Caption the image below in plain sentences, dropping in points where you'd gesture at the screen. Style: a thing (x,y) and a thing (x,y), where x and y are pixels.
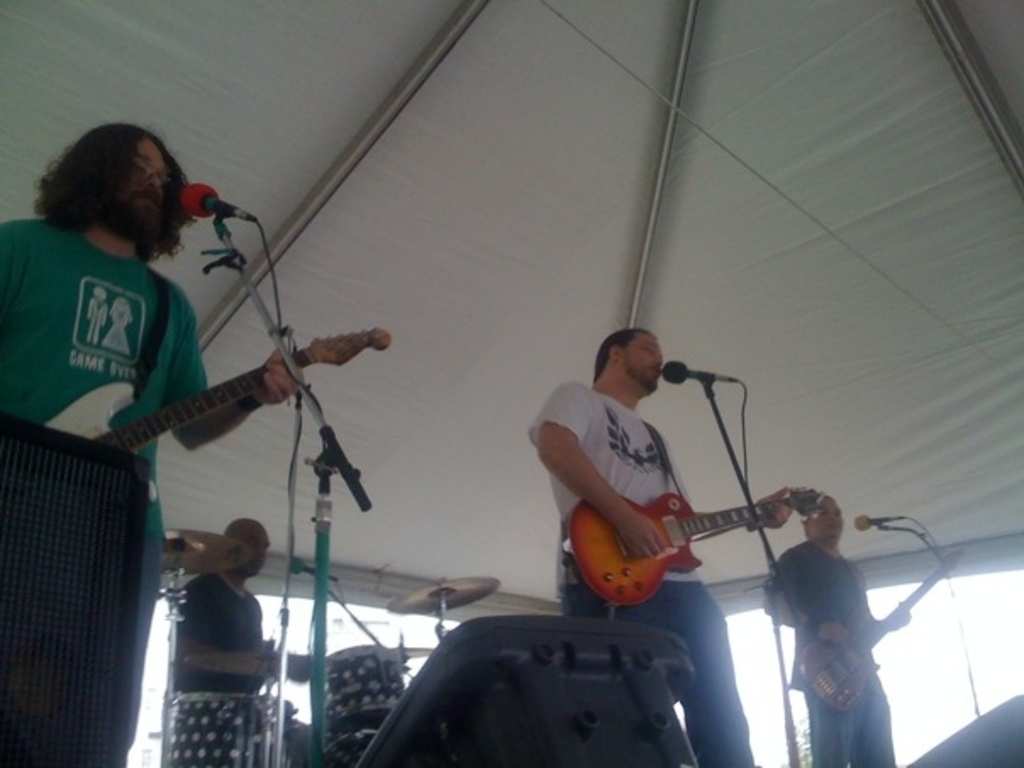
There are four people (122,423). In that three people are playing guitar (141,424) and singing song. In front of them there are mics (220,210) and mic stand (284,621) also. Behind them there is a person (220,637) playing drums (222,700).
